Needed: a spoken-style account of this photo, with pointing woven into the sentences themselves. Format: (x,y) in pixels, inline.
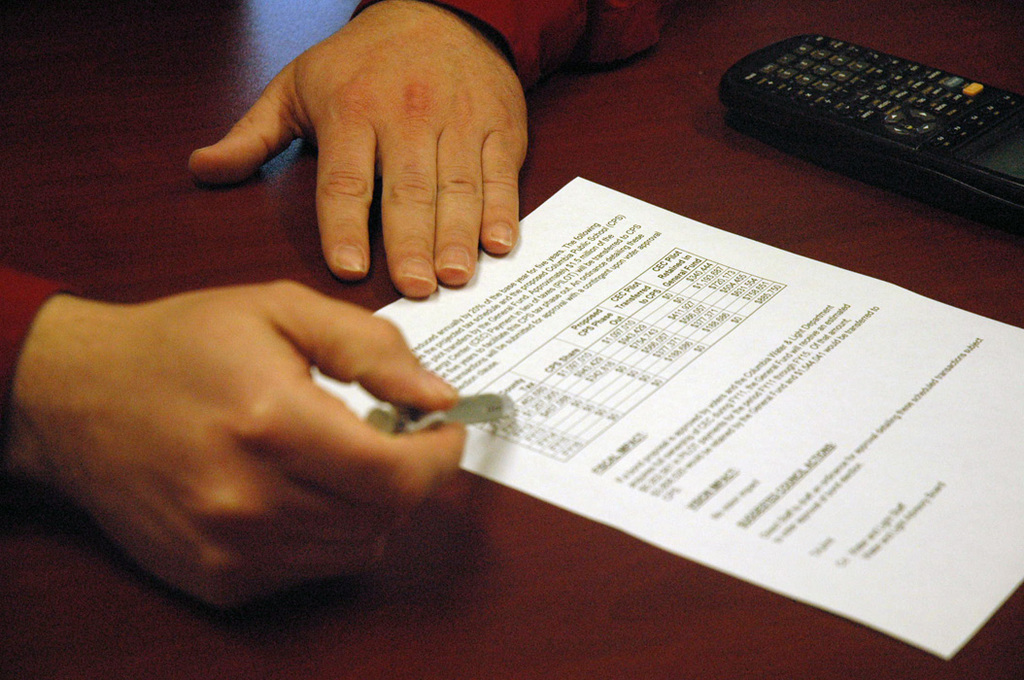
In this image there is a table (528,587) with a paper (676,325) and a calculator (923,189) on it. There is a text (626,386) on the paper (748,430). On the left side of the image (318,212) there is a person (351,228) holding something in his hand (394,437).
